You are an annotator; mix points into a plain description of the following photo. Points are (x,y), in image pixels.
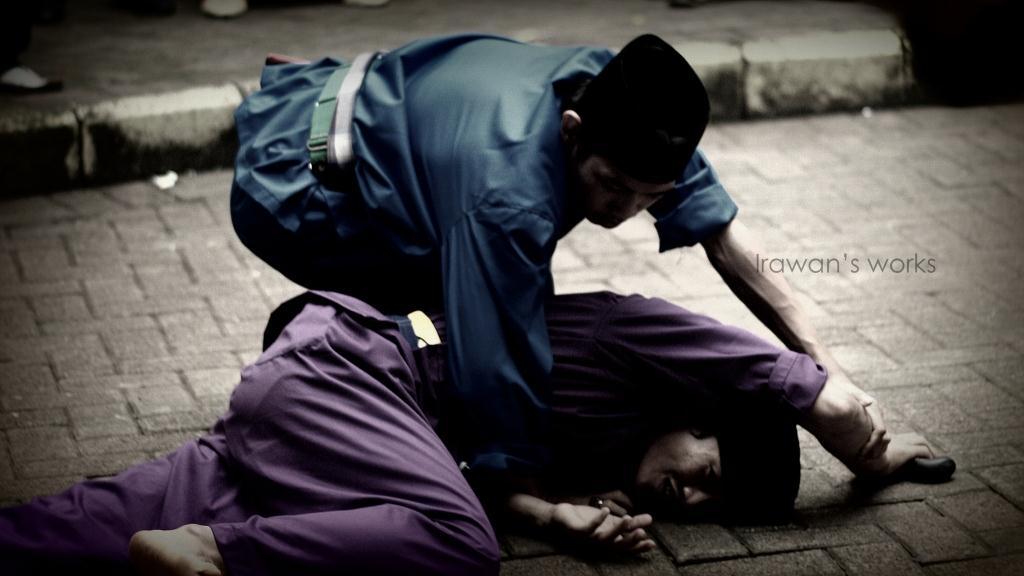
At the bottom of the image (488,482), we can see a person (618,502) is lying on the path (871,525). Here a person (520,363) is holding the other person (742,432). On the right side of the image (834,265), there is a watermark (846,264). At the top of the image (21,8), it looks like a few people (12,78) are there on the walkway (405,3).
